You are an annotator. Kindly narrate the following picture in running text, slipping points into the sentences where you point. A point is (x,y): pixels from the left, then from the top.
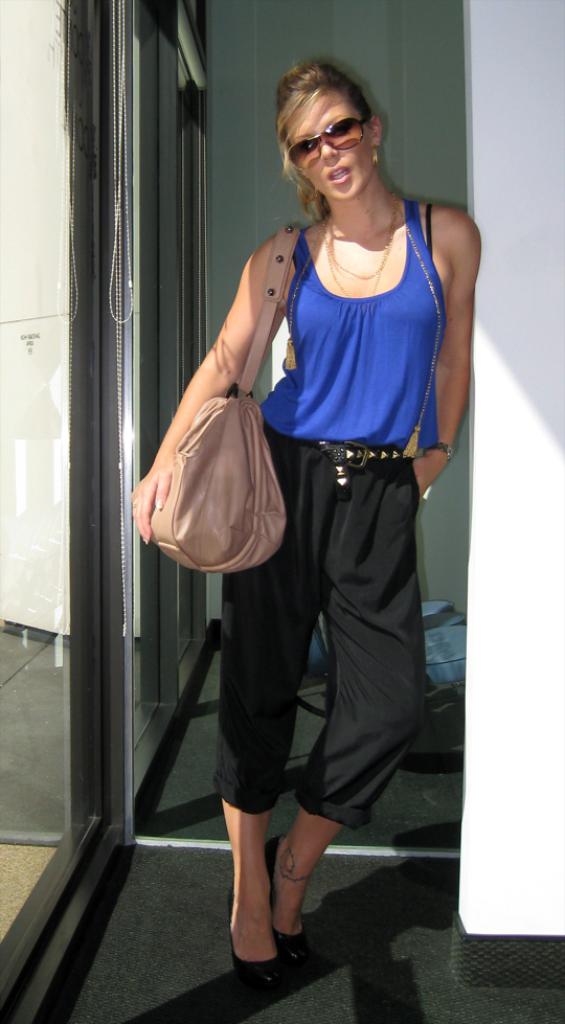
In this image there is a woman (365,306) she is wearing blue T-shirt (365,410), black pant (321,767), black heels (259,968), bag (213,566) and spectacles (338,131), on the left (57,746) there is a glass wall (50,278), on the right (494,726) there is white wall (540,630).
